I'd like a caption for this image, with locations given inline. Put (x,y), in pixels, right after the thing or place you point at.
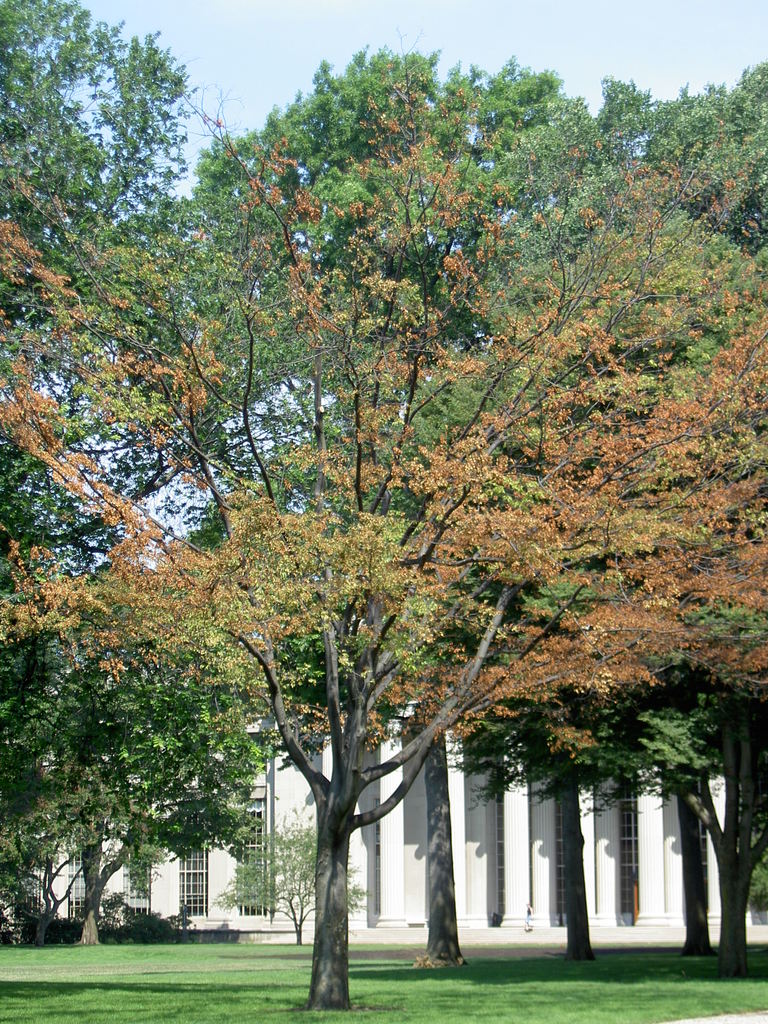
In the picture there is a ground (236,971), there are trees (304,656), there is a building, there is a clear sky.
